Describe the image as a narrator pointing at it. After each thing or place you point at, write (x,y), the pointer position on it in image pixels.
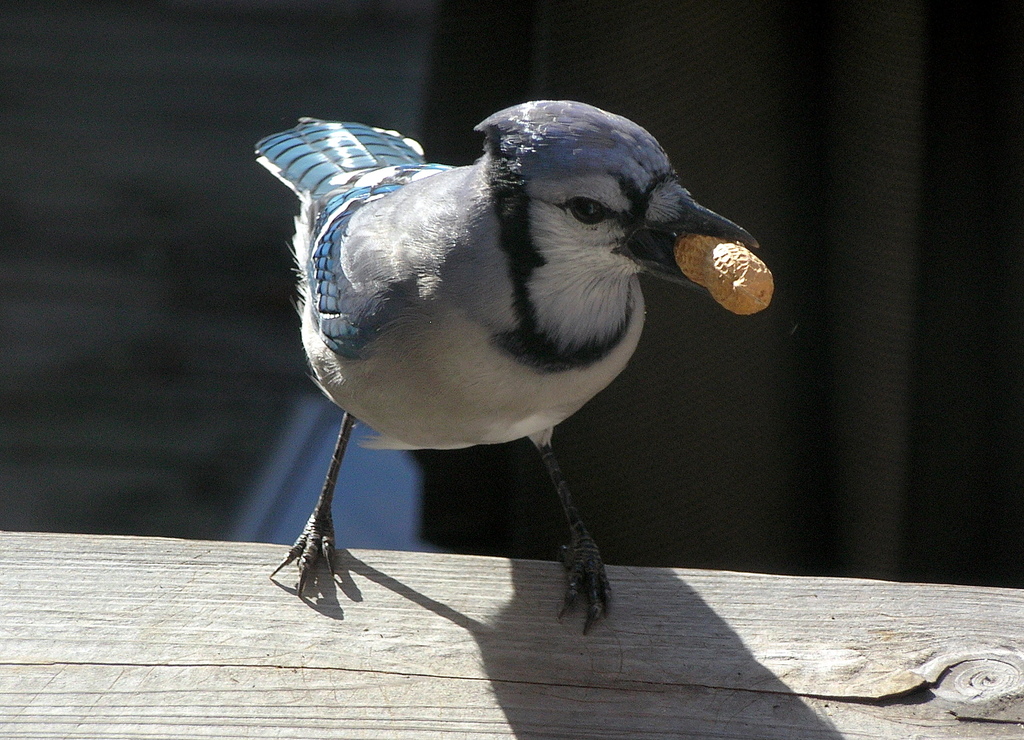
In this image, I can see a bird (307,575) on a wooden object (623,611) and holding a peanut (724,287). There is a blurred background (188,501).
